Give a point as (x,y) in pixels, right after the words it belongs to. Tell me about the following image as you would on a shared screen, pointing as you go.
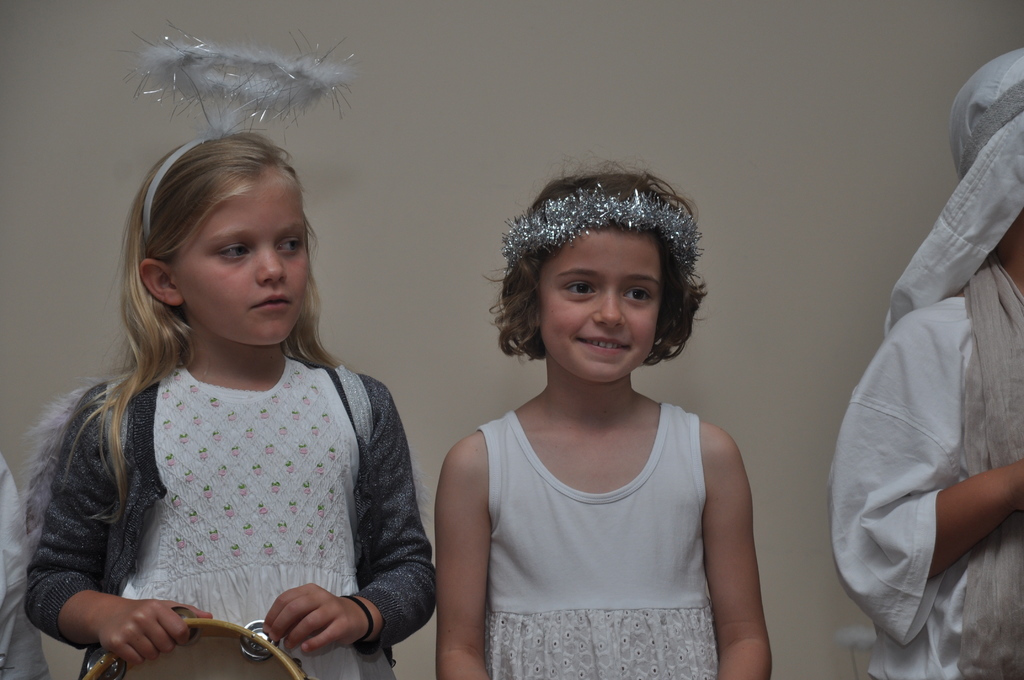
In this image there are two girls (492,443) wearing white dress (503,542). Here we can see another person (946,337). The two girls (578,552) are wearing hair bands (555,207).
